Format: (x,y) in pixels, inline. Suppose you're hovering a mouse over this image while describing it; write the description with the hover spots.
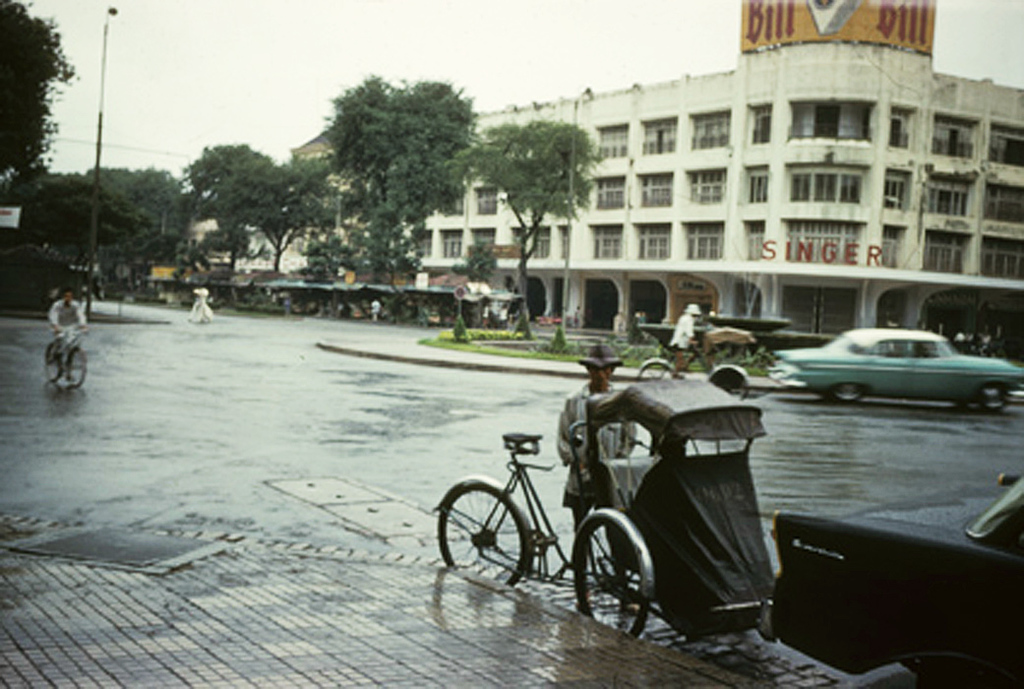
In this image we can see buildings (735,146), trees (534,178), stalls (280,297) on the road (251,343), persons (687,360) riding bicycle (729,364), motor vehicles (928,375) on the road (167,349), fountain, name board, street poles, street lights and sky (324,42).
